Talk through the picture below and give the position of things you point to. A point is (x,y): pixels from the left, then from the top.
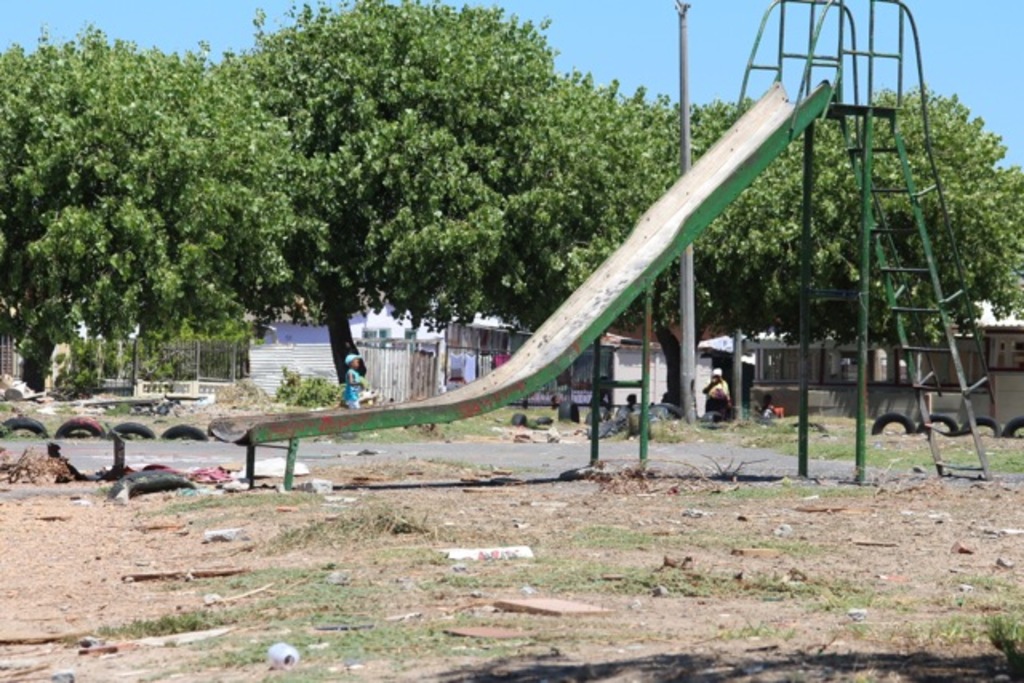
This image is taken outdoors. At the top of the image (149,20) there is the sky (651,47). At the bottom of the image (187,554) there is a ground (592,608) with grass (881,606) on it. In the background (486,256) there are a few trees (161,295) and plants (79,366) with green leaves (776,226). There are two houses (850,369) with walls (833,375), windows (780,376), doors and roofs (501,319). There are a few people (357,363) and there are a few tires (101,431) on the ground (133,455). In the middle of the image (665,235) there is a pole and there is a slide (346,428). There are a few iron bars (880,252).
